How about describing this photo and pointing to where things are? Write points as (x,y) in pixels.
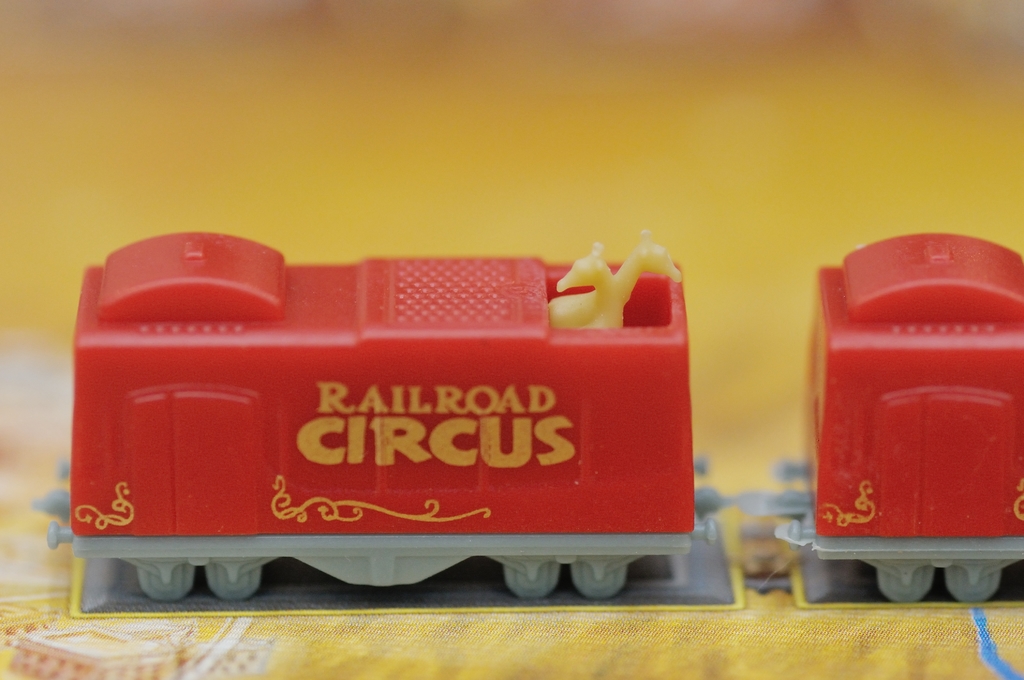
In this image we can see toy train cars (823,396). At the bottom (493,652) there is a board (430,663).
